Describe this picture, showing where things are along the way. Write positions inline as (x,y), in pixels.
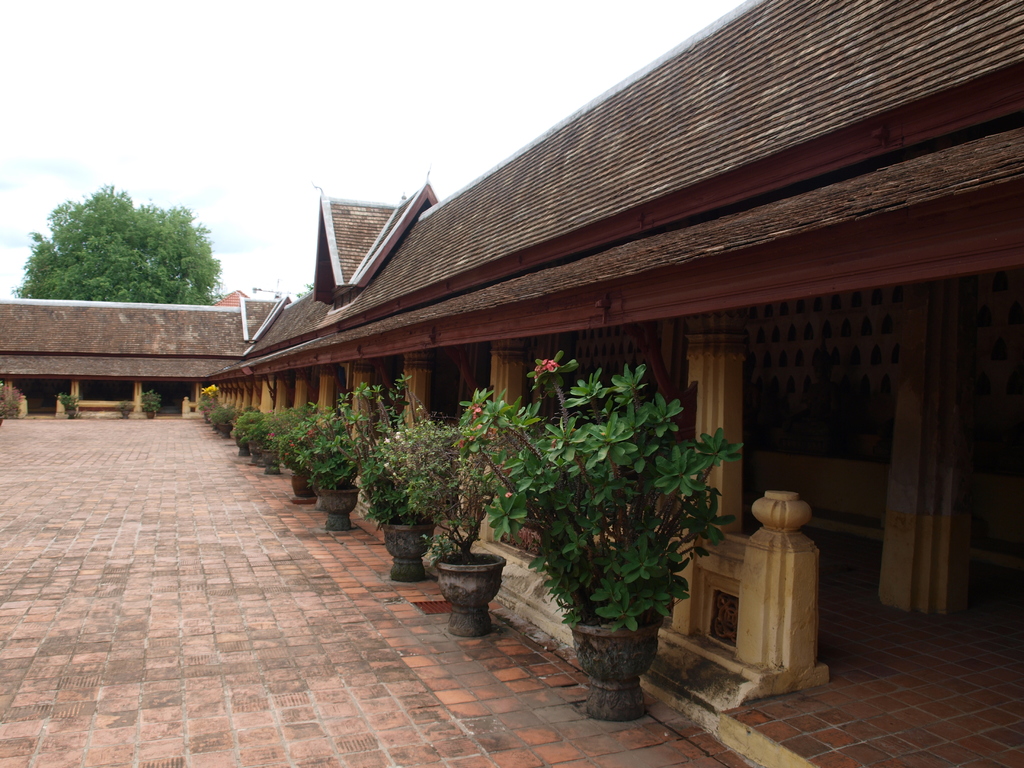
In this picture we can see a few flower pots (609,648) on the path (380,665). We can see a few pillars (937,466) and wooden objects (380,337) in a house (126,320). There is a tree (133,243) and the sky (391,162).
